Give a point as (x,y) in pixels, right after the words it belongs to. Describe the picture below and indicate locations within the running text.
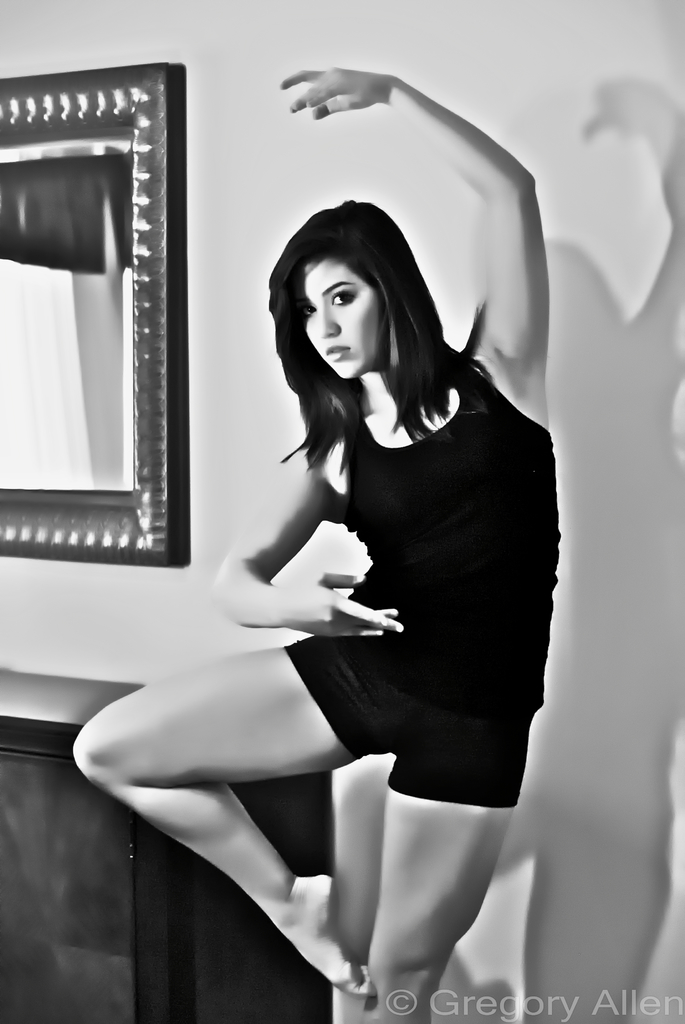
In this image we can see a woman (400,544). Behind her we can see a wall (38,612). On the left side (101,799), we can see a mirror (130,240) and a table (168,981). In the bottom right (545,1006) we can see some text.
